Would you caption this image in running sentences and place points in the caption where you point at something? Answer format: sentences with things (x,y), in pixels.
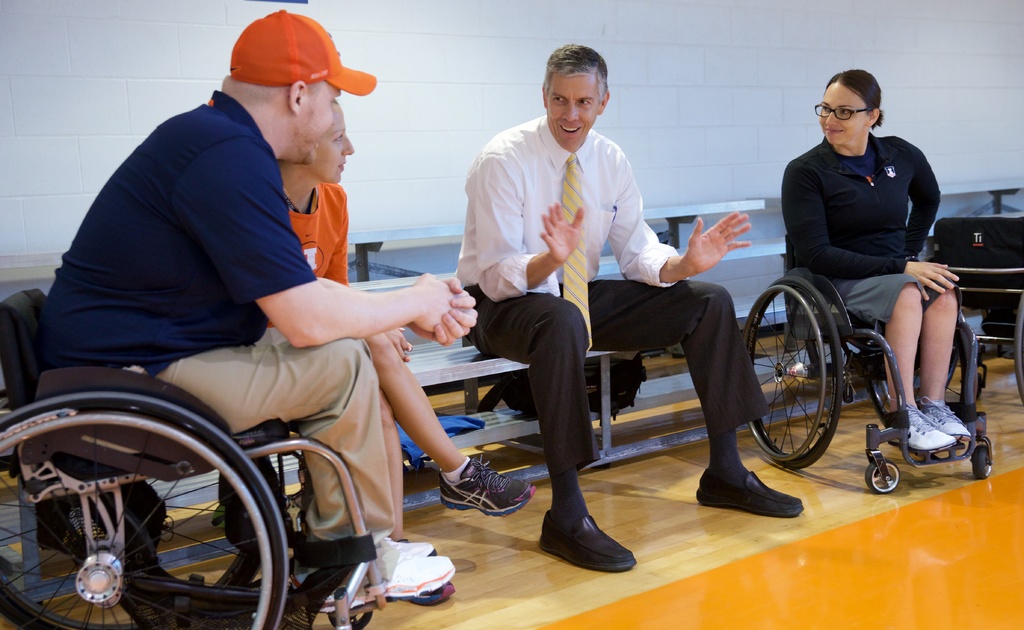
In this image there are two persons (858,278) sitting on a wheel chair (175,419), there are two persons (547,361) sitting on a bench (467,356), there is a person (561,231) talking, there is a wheelchair (103,599) truncated towards the left of the image (43,472), there is a wheelchair (951,244) truncated towards the right of the image (989,269), at the background of the image (459,100) there is a wall (502,53) truncated.
